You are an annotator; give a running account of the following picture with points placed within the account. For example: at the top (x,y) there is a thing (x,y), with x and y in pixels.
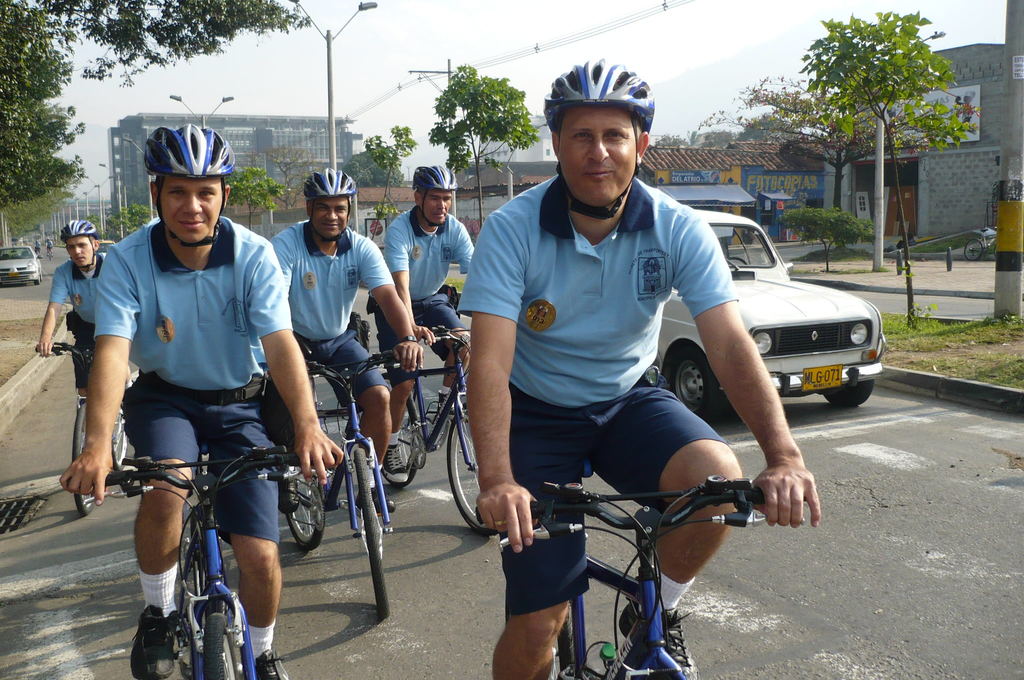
This image is clicked on a road (847,586). There are few men (629,337) riding bicycles (202,635). They all are dressed similarly and wearing helmets (183,156). There is a car (758,288) beside them. There are also street lights (325,34), poles (440,73) and trees (486,112) in the image. In the background (438,56) there is sky (408,24), building (316,129) and houses (758,166).
